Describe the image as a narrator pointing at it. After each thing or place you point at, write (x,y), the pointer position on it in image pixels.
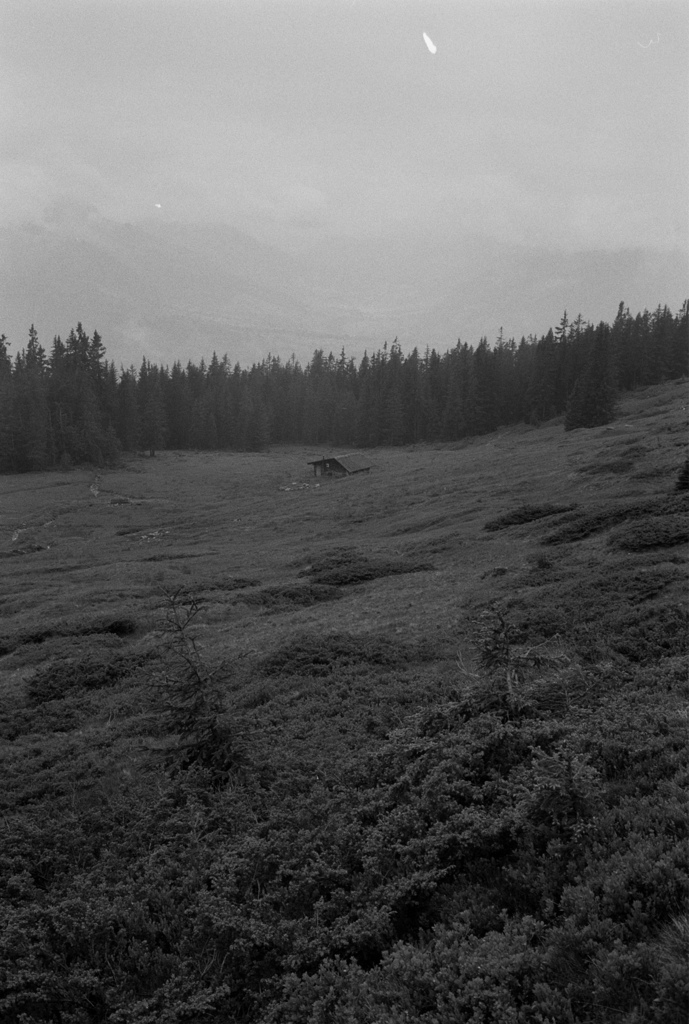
In this image we can see the plants (374,760) and shed (330,472) on the ground (323,635). In the background (371,374), we can see the trees (375,403) and the sky (343,284).
